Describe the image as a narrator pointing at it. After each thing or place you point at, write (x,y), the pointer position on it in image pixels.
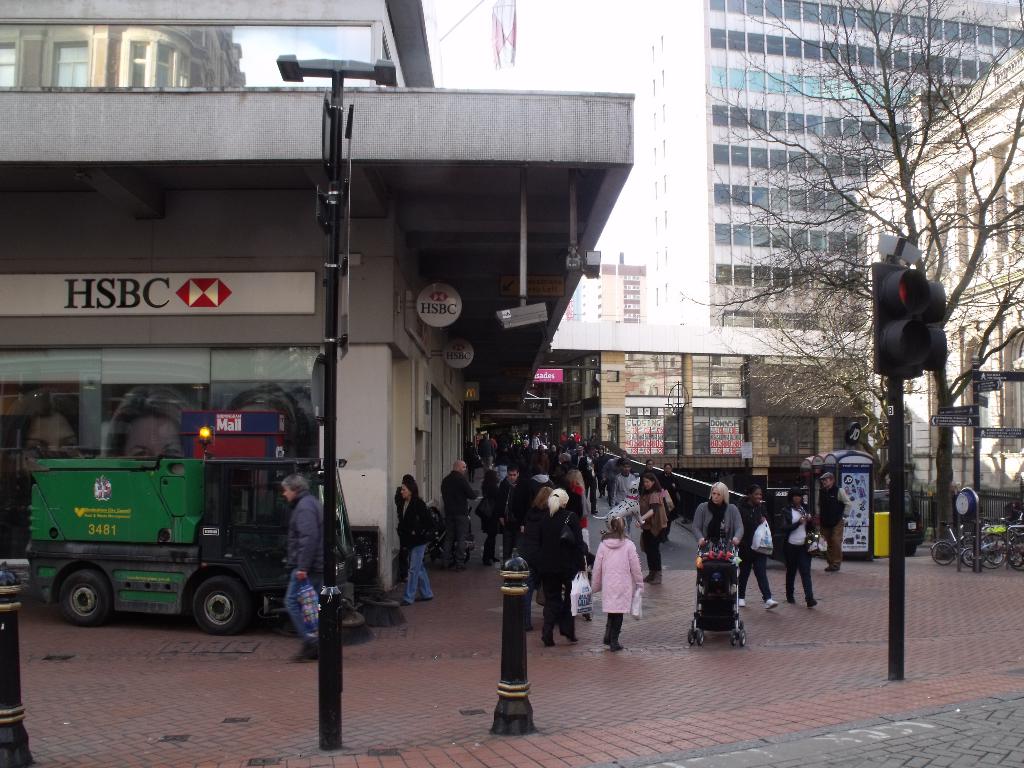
There is a crowd (559,556) at the bottom of this image (303,514) we can see a vehicle (162,598) on the left side of this image (163,584). We can see trees (871,320) and signal lights (918,338) on the right side of this image (890,311).
